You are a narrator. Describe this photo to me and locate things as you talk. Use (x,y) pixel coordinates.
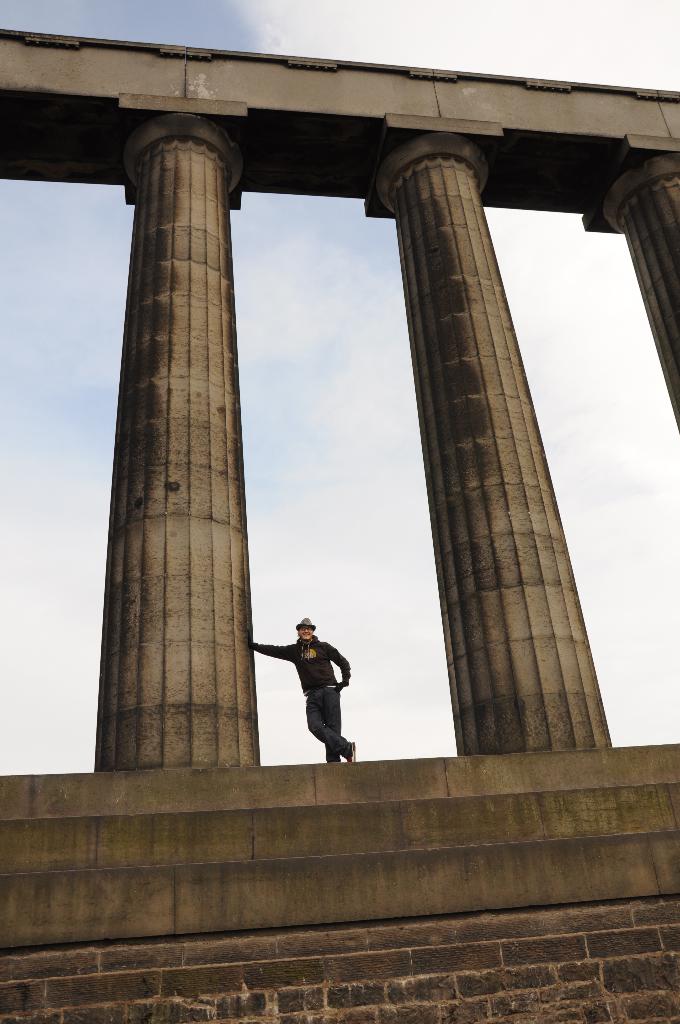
In this picture I can see a person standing on the surface (451,778). I can see the pillars (419,322). I can see clouds (330,382) in the sky (302,329).
